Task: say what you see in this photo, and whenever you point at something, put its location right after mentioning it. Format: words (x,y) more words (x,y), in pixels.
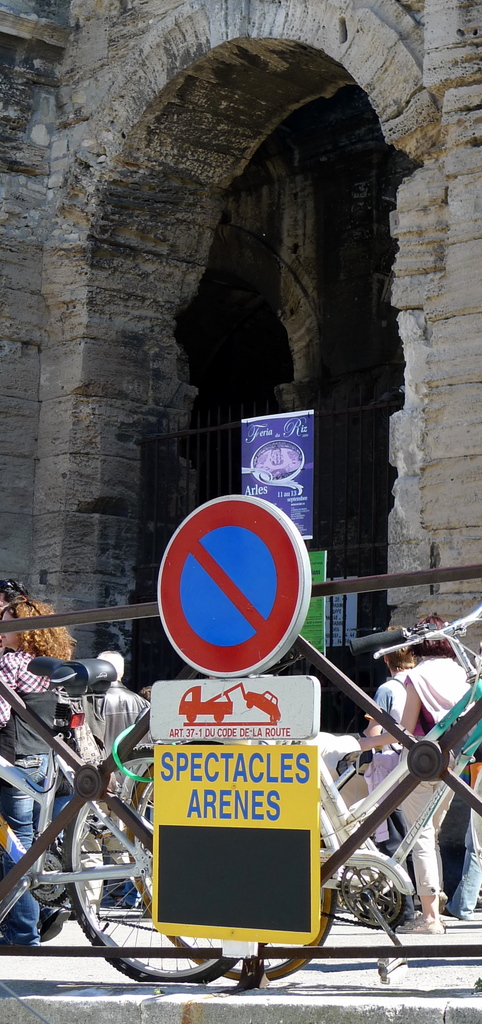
In this image I can see the boards (184,837) to the railing (277,948). To the side of the railing (278,957) I can see the group of people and the bicycles (298,967). In the background (152,333) I can see the building (162,208) and few more boards (288,464) attached to the railing (323,868).
